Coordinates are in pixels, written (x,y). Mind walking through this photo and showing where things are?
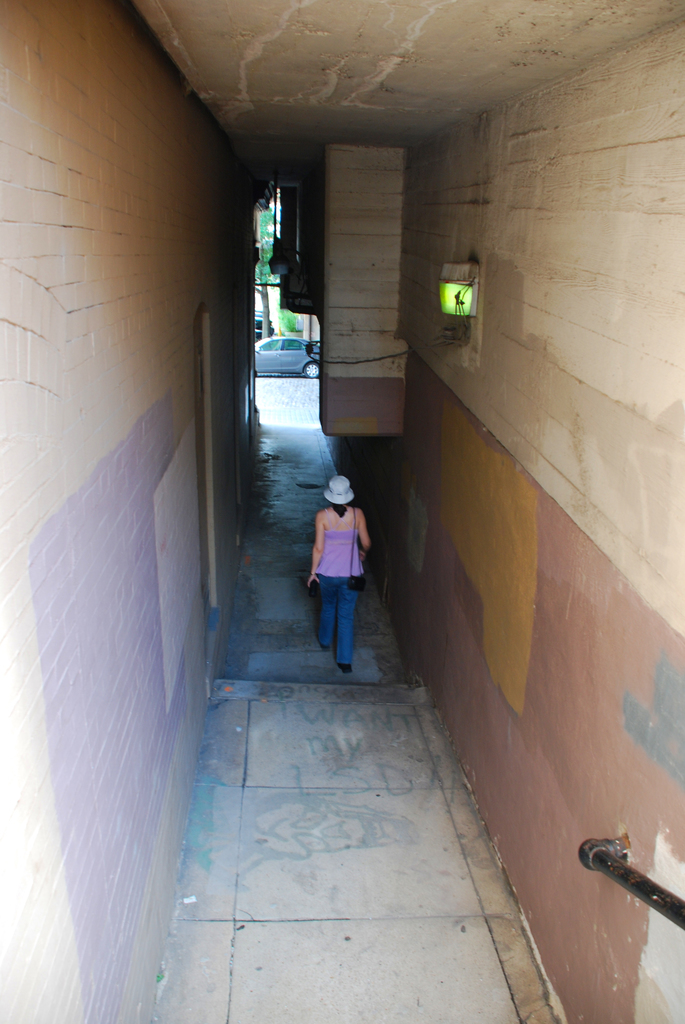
In this picture we can see a woman (337,553) wearing a cap (335,487) and a bag (360,586). She is walking on the path (344,683). We can see some text (333,713) and an art (269,852) on the path (234,786). There are walls (426,273) visible on both sides of the path (317,1012). We can see a light (448,291) visible on the wall (634,289) on the right side (471,275). There is a rod (608,856) seen on the right side (638,876). We can see a vehicle (283,366), tree (265,265) and other things (273,317) in the background (279,291).
